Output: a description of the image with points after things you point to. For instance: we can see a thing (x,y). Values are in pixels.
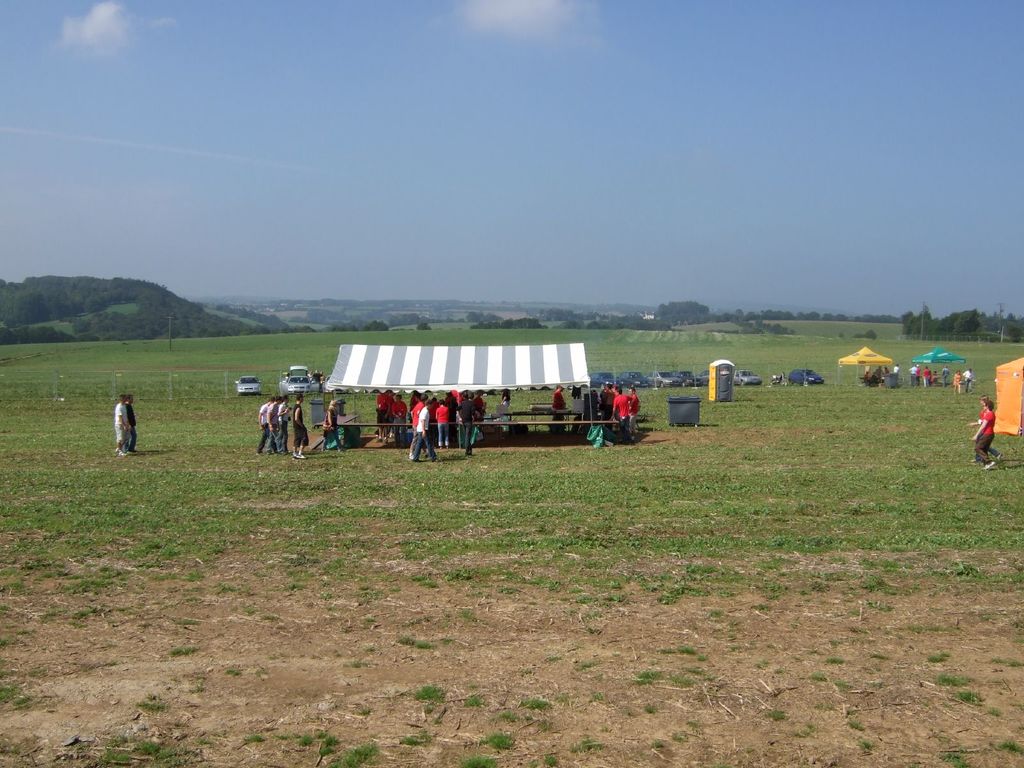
In this image I can see the ground (471,632), some grass (538,547) on the ground (669,532), few persons (264,442) standing on the ground (398,449), few tents (880,360), few vehicles (802,379) and the fencing (936,339). I can see few mountains (259,320), few trees (42,289) and the sky (692,224) in the background (542,167).
